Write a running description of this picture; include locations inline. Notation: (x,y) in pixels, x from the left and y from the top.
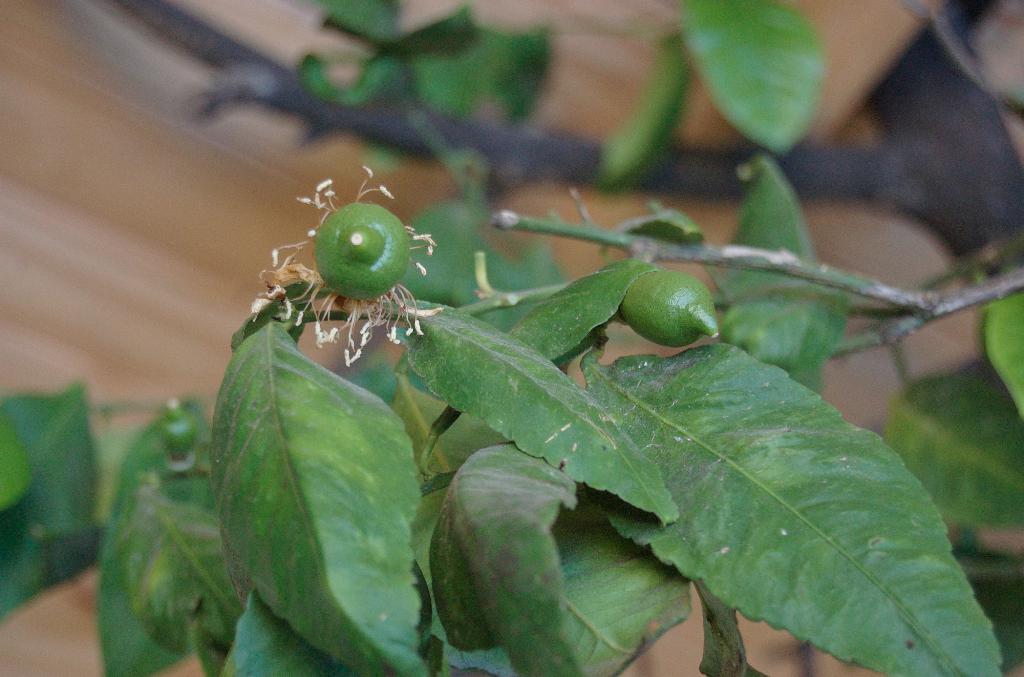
In this picture we can see leaves (535,460) and fruits (690,319) of a plant (739,496), there is a blurry background (252,157).
